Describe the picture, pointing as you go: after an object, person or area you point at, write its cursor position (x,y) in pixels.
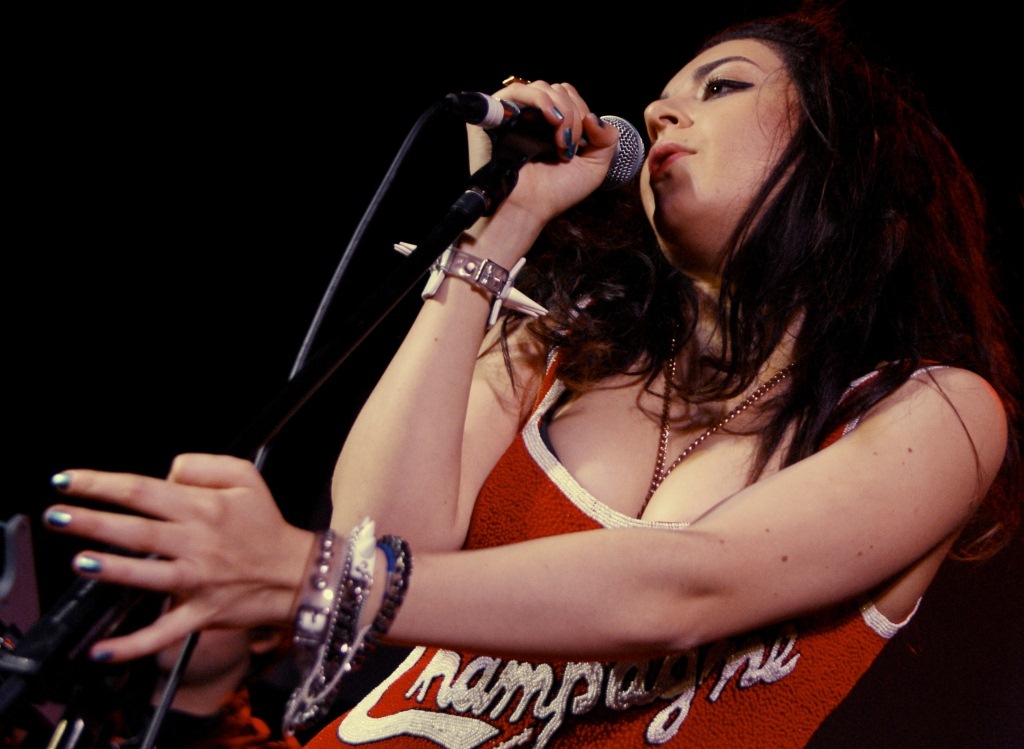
In this picture we can see a woman (698,646) wearing a red color top (664,725), standing in the front (625,540) and sing the song in the microphone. Behind there is a black background (582,81).
